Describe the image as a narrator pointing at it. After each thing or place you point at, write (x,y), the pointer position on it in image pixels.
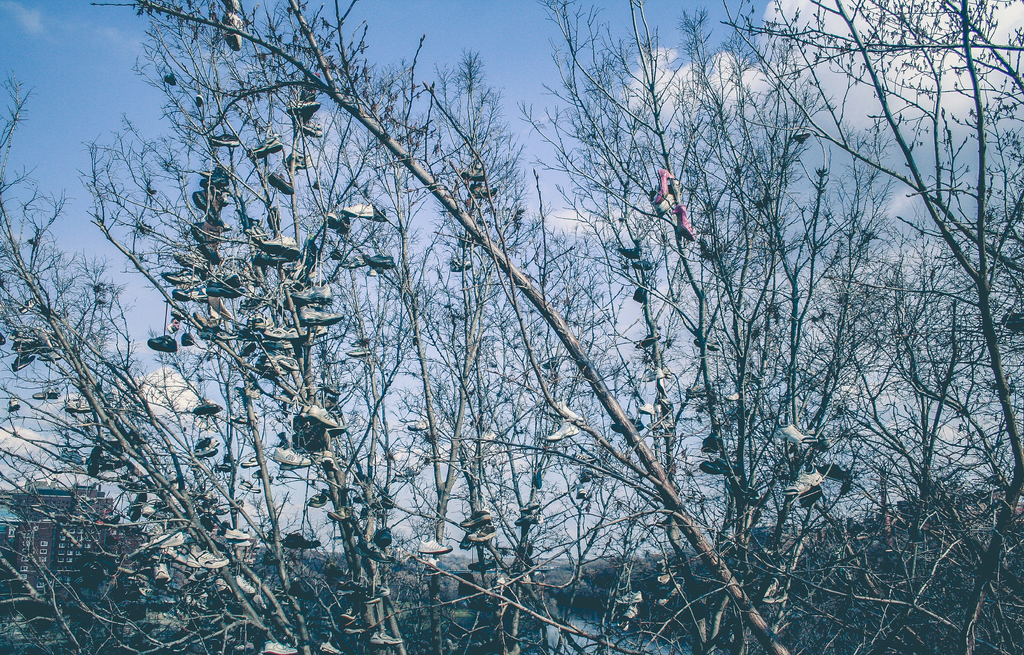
In this image we can see some trees (635,443) and in the background of the image (419,237) there is cloudy sky (513,60).
